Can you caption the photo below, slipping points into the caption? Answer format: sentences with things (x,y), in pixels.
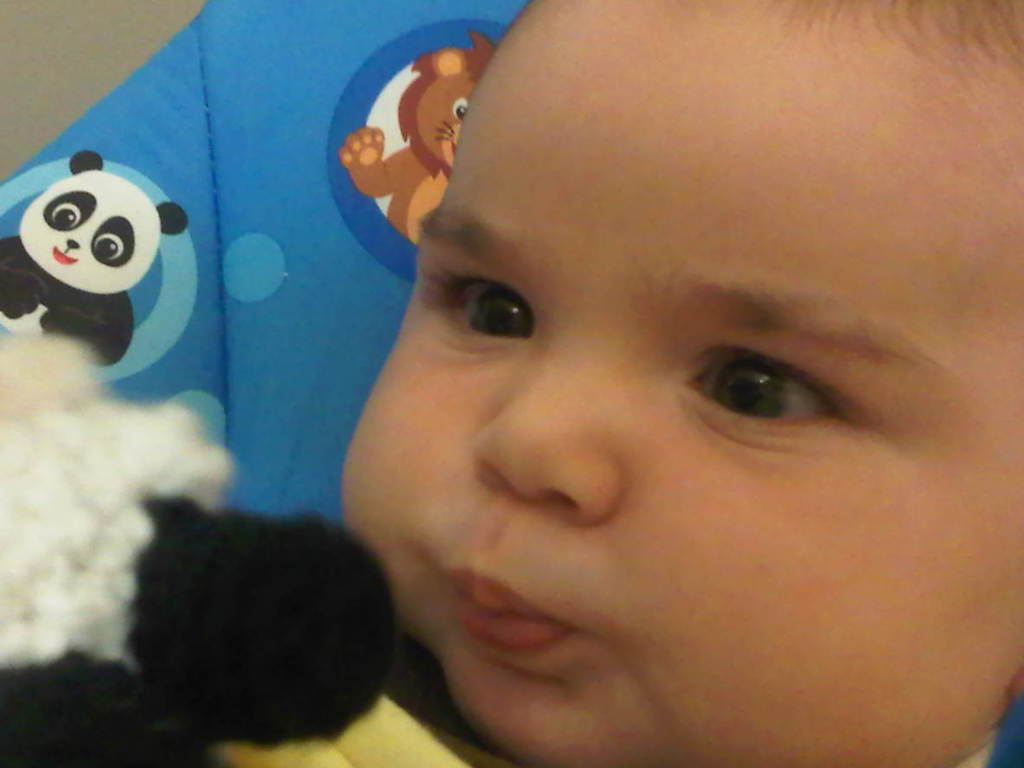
In this image we can see a baby (552,233) on a blue surface (355,304), there are animal cartoon images (186,212) present on it.
